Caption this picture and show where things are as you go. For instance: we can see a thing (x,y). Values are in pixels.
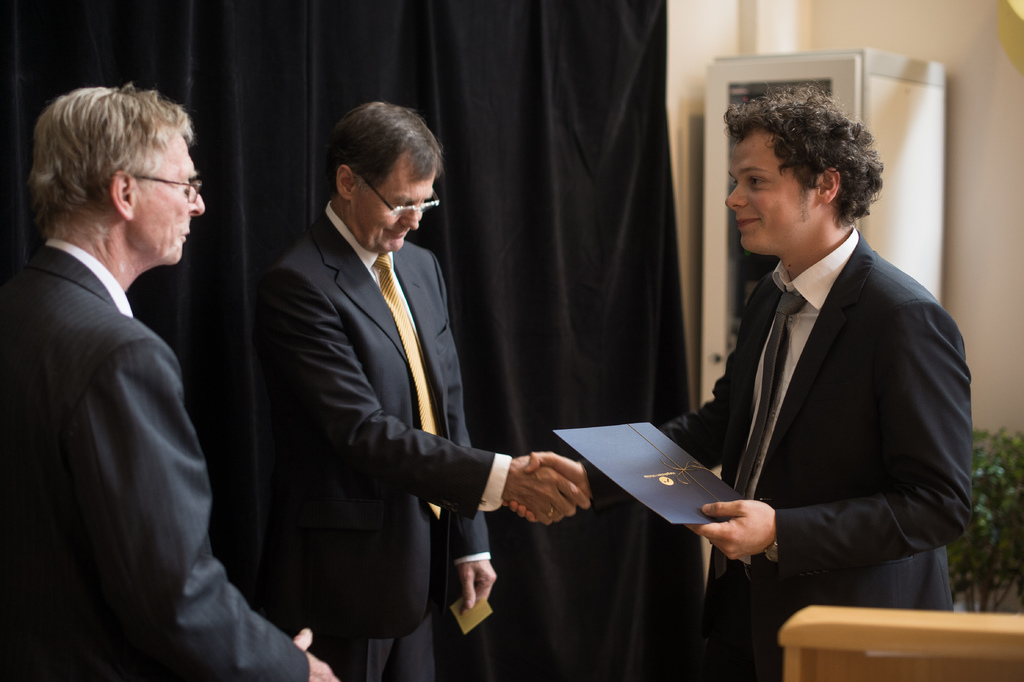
This picture is clicked inside. On the right (757,205) we can see the two persons (786,259) wearing suits (403,410), holding some objects (653,483), standing and shaking their hands (563,489). On the left corner (129,203) there is another person (102,375) wearing suit (112,504) and standing. On the right corner (1007,596) we can see a house plant (987,595) and a wooden object (918,638). In the background (899,64) there is a cabinet (912,83) and we can see the wall (785,28) and a black color curtain (548,126).
